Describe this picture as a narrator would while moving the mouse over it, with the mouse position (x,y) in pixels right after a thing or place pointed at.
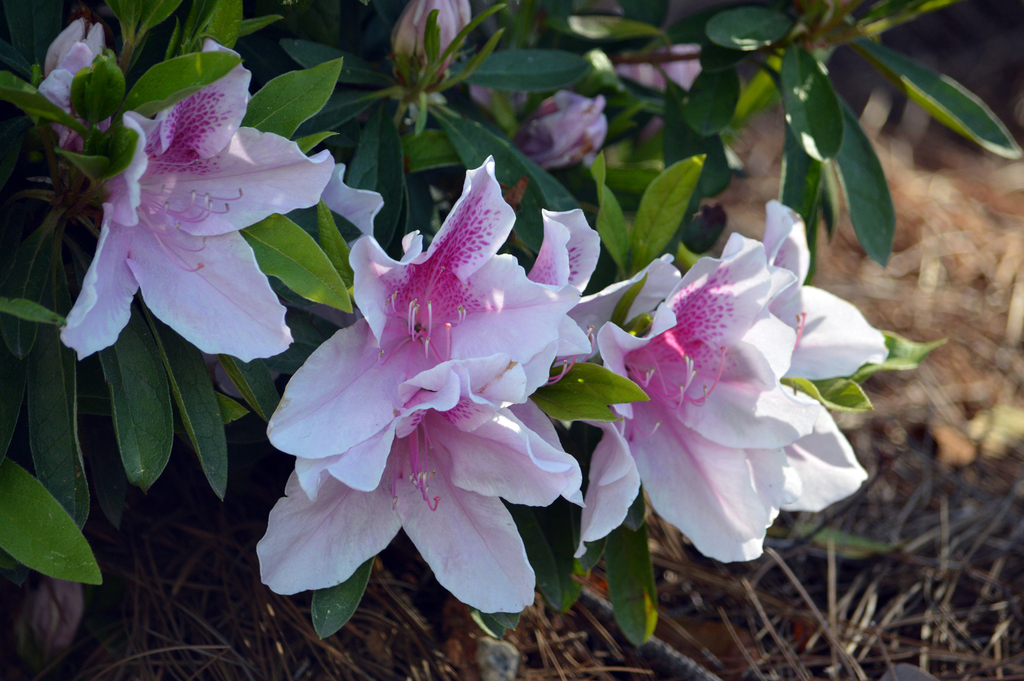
In this image we can see some flowers (363,204) to a plant (321,233).
